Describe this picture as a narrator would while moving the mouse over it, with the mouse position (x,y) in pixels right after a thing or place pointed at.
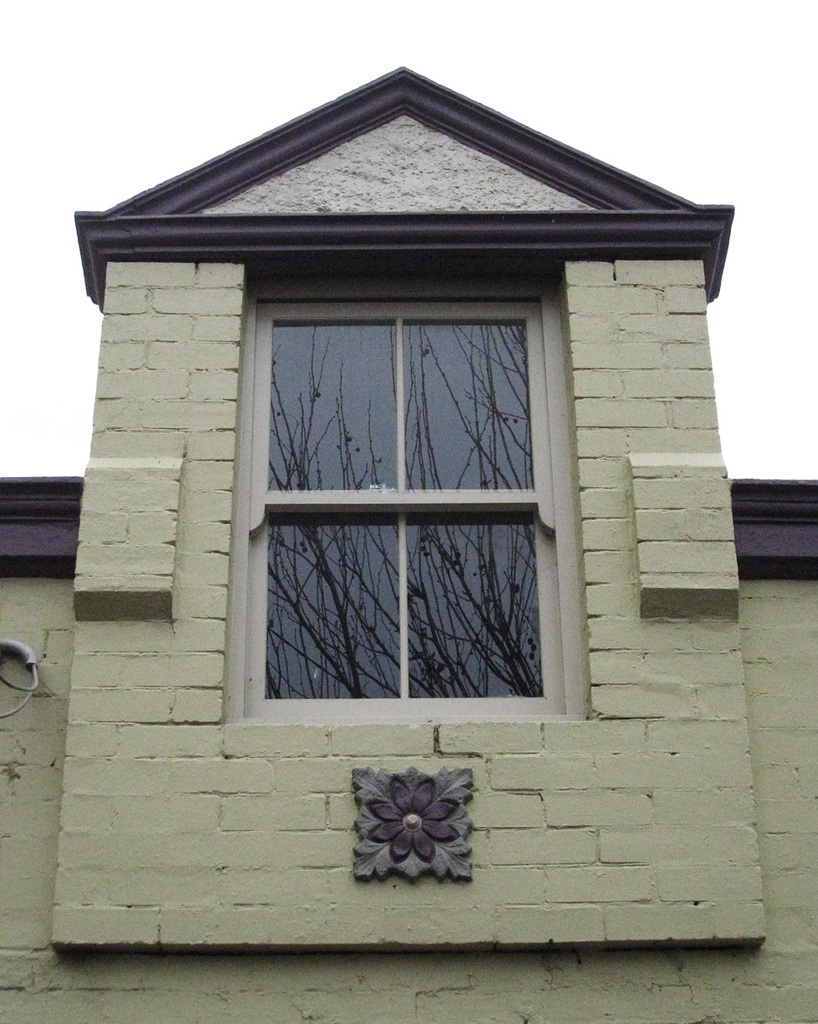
In the center of the image (289,381) we can see a building (521,777), window (493,563), glass (460,569), carving (366,807) on the wall (324,765), pipe (15,643), wires (33,677). Through glass (347,523) we can see the reflection (416,586) of the trees (428,548). At the top of the image (469,90) we can see the sky (743,18).
